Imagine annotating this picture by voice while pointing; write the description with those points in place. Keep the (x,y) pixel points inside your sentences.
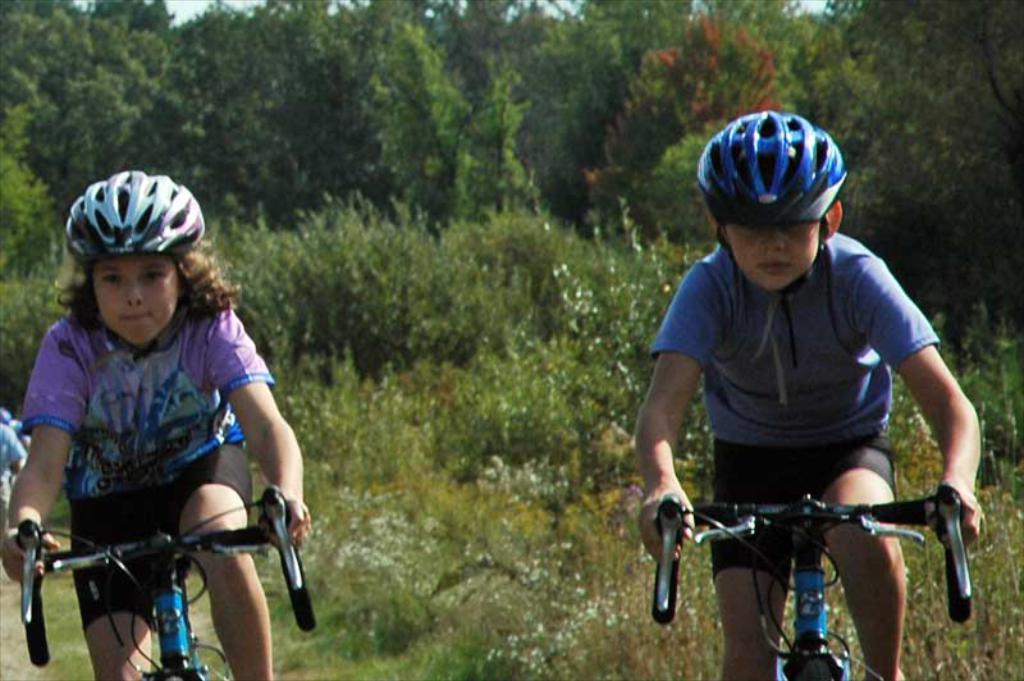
In this image we can see two children (134,492) are wearing helmets (172,219) and riding the bicycle (76,552). There are trees (285,109) in the background (369,311).
